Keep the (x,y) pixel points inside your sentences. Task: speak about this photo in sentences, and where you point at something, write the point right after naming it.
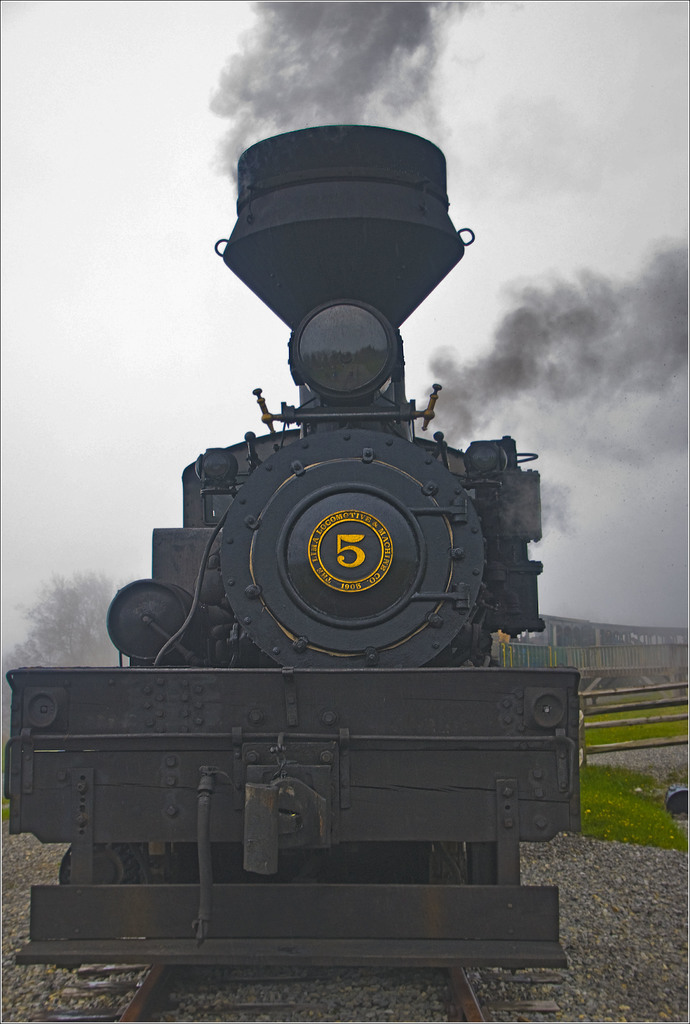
In the foreground of this image (293,666), there is a train (358,888) moving on the track (325,1014). On the right (645,791), there is the grass (649,840) and small stones (622,884). On the left (75,635), there is a tree (71,589) and the sky (121,374). On the top (341,87), there is the smoke (539,327).
